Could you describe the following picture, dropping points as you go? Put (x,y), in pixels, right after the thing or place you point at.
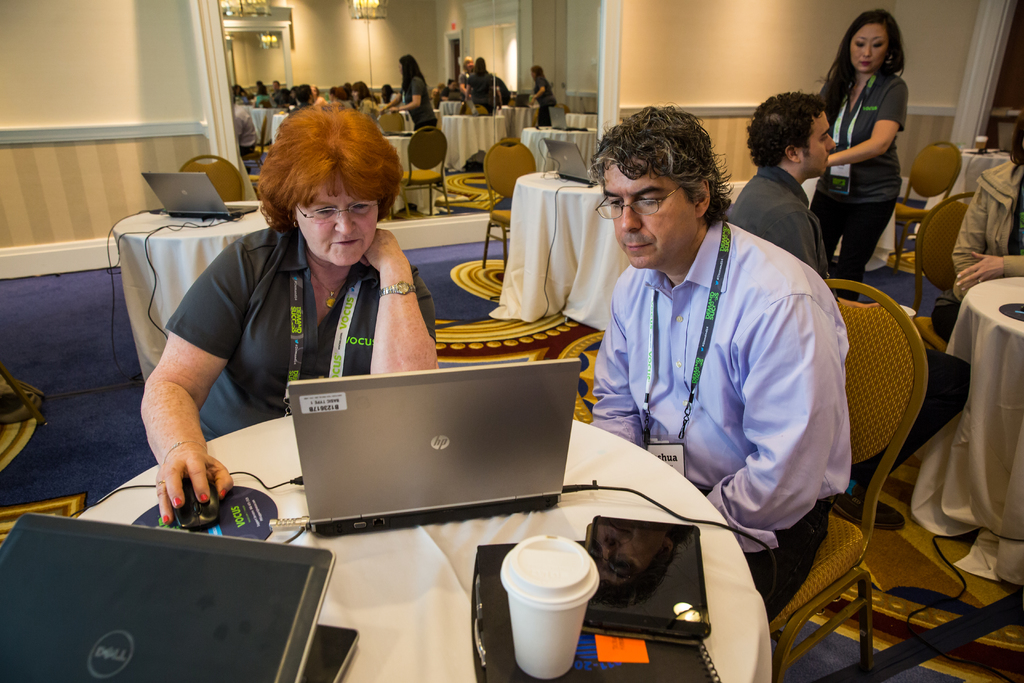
There is a woman (236,270) sitting on a chair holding a mouse (208,514), which is on the table (270,482), on which, there is a laptop (518,460), a book (617,617) and glass (573,648) on a file (475,636) and another laptop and the table (409,585) is covered with white color cloth (426,640). In the background (535,100), there is a mirror (558,87), near a wall (75,61) and near a laptop (204,196) on the table (182,239), which is covered with white color cloth (222,229). In the mirror (319,39), we can see, there are persons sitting on chairs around the table (506,106) and some persons (498,88) standing.
